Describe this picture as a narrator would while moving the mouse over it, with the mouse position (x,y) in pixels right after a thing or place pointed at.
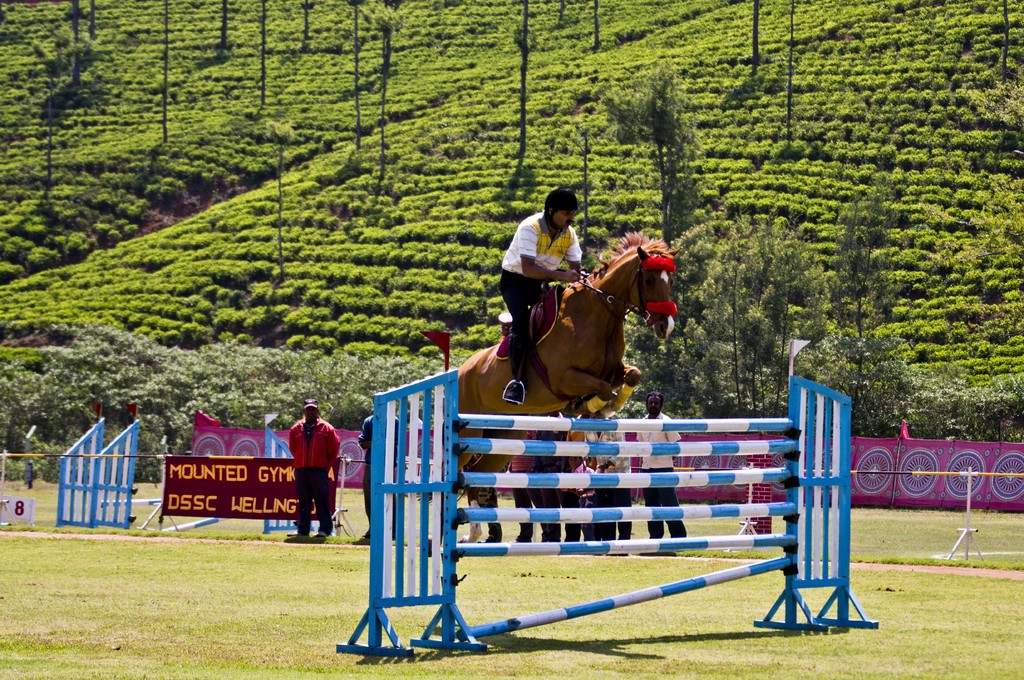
This is a ground (547,602). Here I can see a man (533,237) is riding the horse (597,376). In the background (314,446) there are few people (312,486) standing on the ground (295,554). Here I can see few metal stands (388,543). In the background (220,362) there are many trees (157,384).
